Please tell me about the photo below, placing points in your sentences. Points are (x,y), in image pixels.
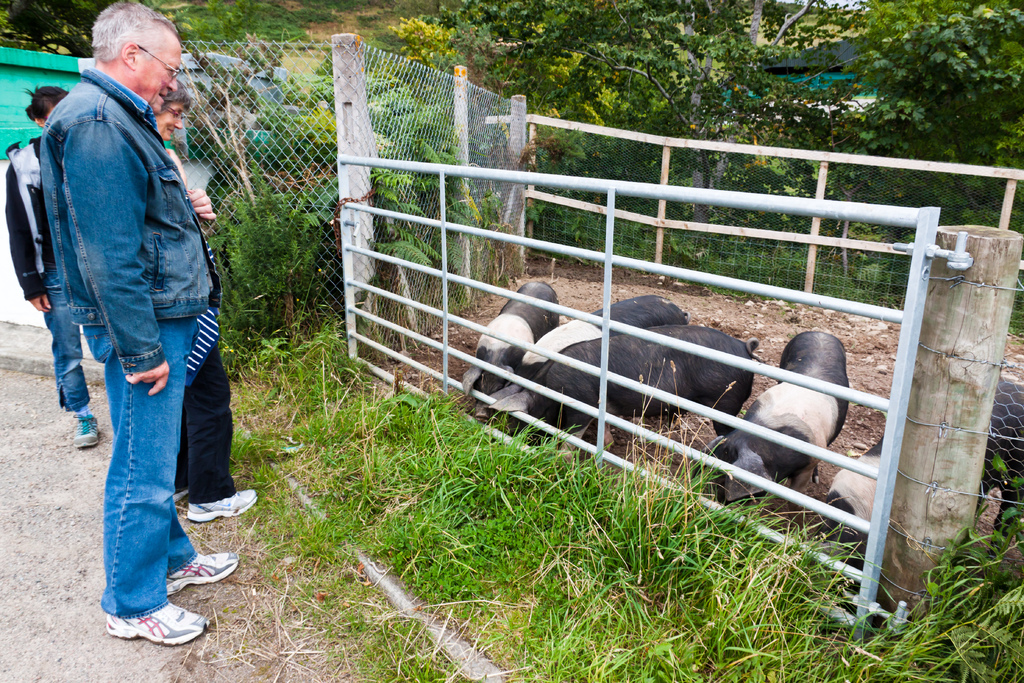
This picture is clicked outside. On the left (82,257) we can see the group of persons (111,266) seems to be standing on the ground (266,591) and we can see the green grass (538,565), metal rods (628,429), mesh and the wooden objects (965,352) and we can see the plants (267,236), trees (614,57) and some other objects (4,140) and we can see the group of animals (779,404) seems to be standing and eating something. In the background (358,13) we can see some other objects (18,87).
